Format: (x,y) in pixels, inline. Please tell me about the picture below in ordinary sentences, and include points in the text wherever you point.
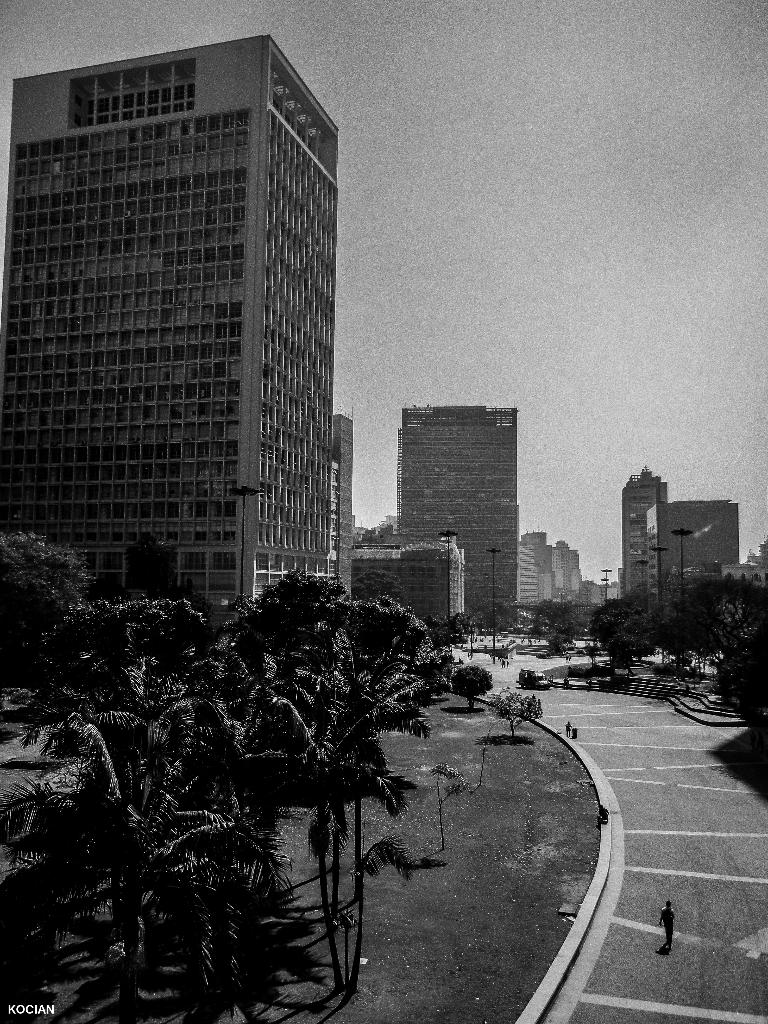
This image consists of buildings (308,506) and skyscrapers (308,506). At the bottom (661,1015), there is a road (658,993). To the left (74,828), there are trees (75,799). In the front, there is a person (667,942) standing on the road (610,904). At the top (599,183), there is a sky (577,171).
